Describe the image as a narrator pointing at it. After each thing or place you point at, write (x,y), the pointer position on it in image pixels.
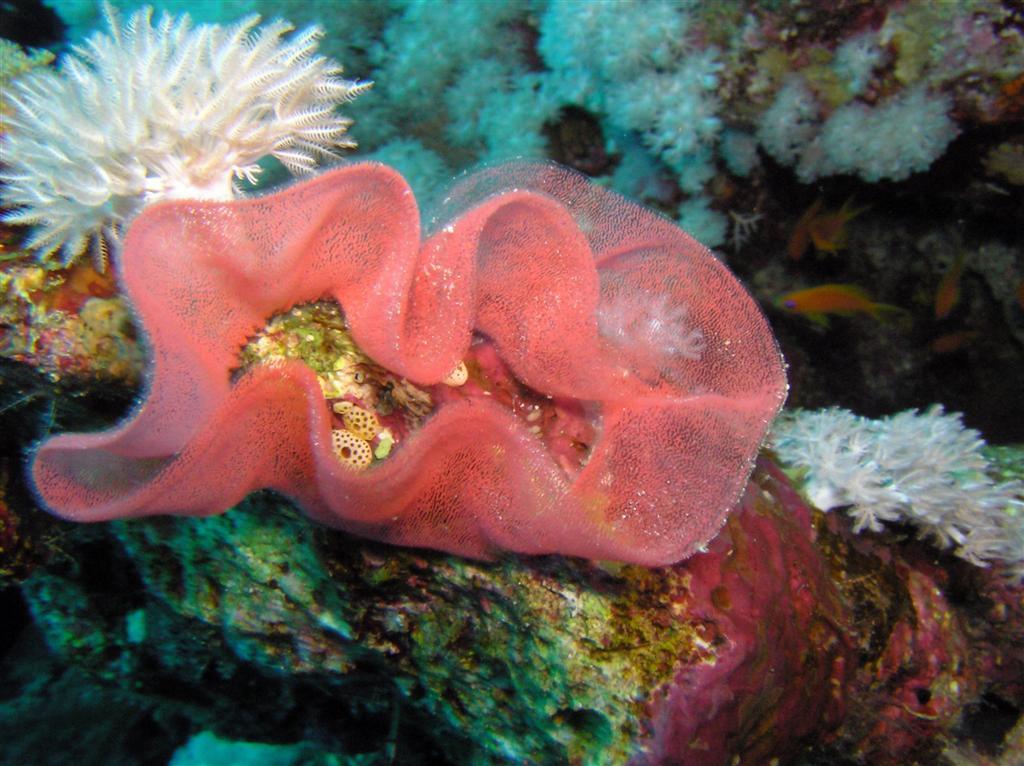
In this image, we can see the underwater environment (491,484). Here we can see corals (1005,533) and water plants (1005,549).
